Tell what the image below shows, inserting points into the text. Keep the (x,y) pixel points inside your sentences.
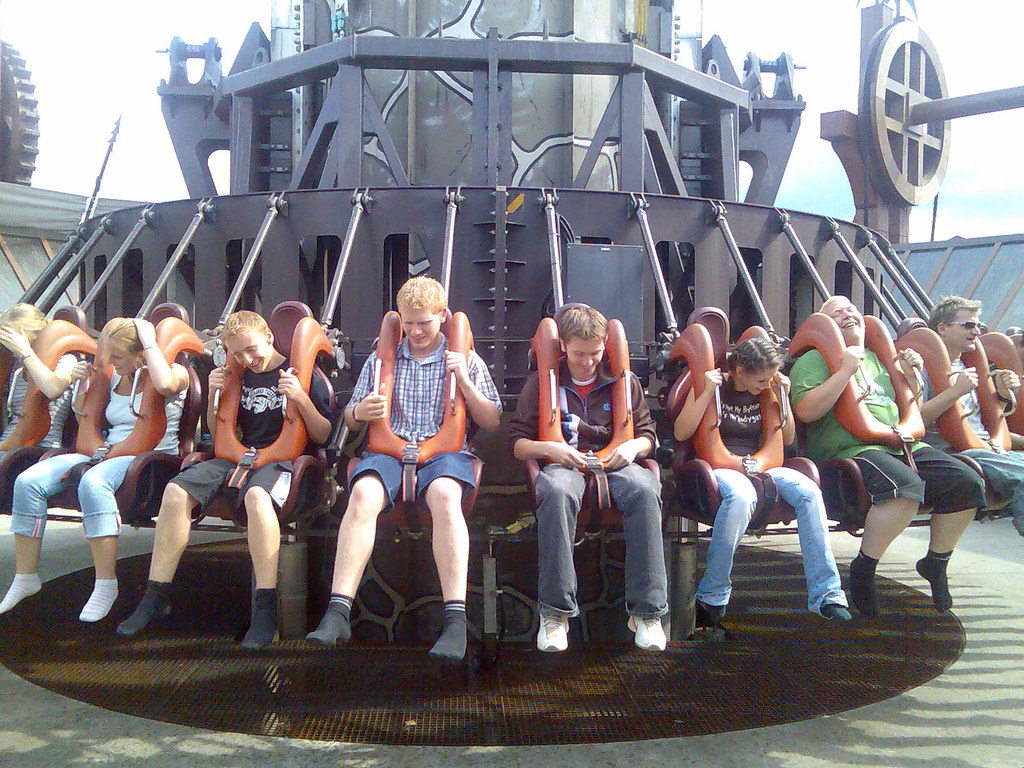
In this image I can see people (53,417) sitting on a ride (387,441). There is sky (1015,163) at the top (74,97).
